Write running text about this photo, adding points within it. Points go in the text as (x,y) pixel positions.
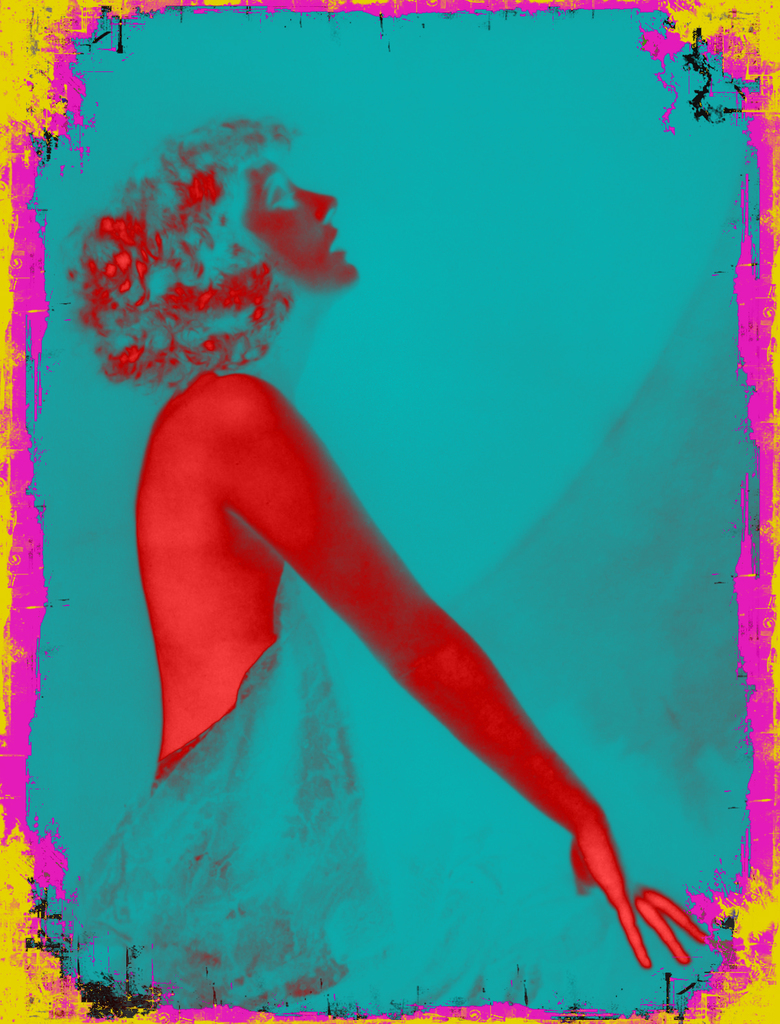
In this image we can see a graphical image of a woman (218,761).
